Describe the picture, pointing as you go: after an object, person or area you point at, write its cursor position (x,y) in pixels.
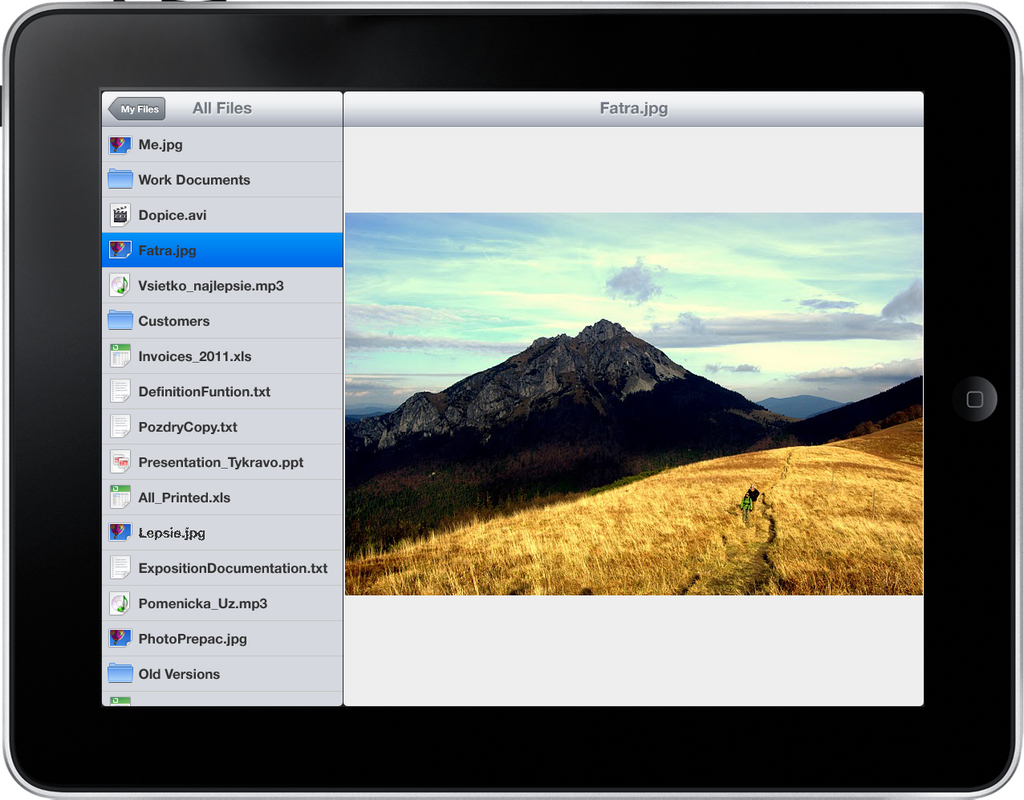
In this image we can see a gadget (333,504), in the electronic gadget (569,457) there are fields (565,538), mountains (546,361), sky (551,278) and text (159,216).
